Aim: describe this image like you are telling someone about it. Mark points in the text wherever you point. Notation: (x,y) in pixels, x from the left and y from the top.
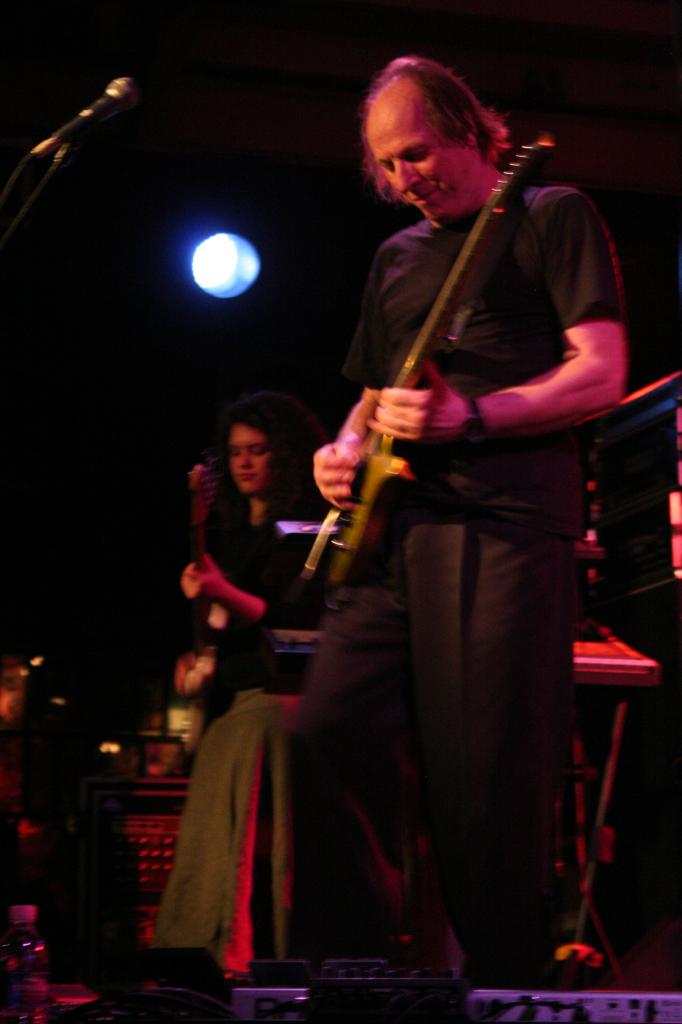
This image is taken in a concert stage (555,79) where two persons (414,276) are standing and playing guitar (458,278) in front of the mike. On the top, a light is visible.
